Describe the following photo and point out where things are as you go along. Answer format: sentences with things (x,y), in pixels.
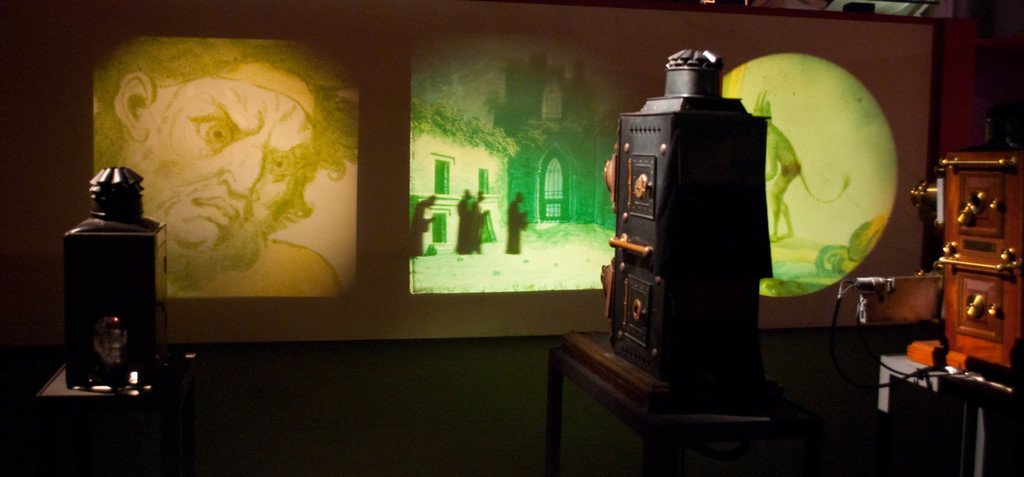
In this image we can see three instruments (928,353) placed on the table (628,409). In the background (247,120), we can see group of pictures (482,182) on the wall (394,203).
